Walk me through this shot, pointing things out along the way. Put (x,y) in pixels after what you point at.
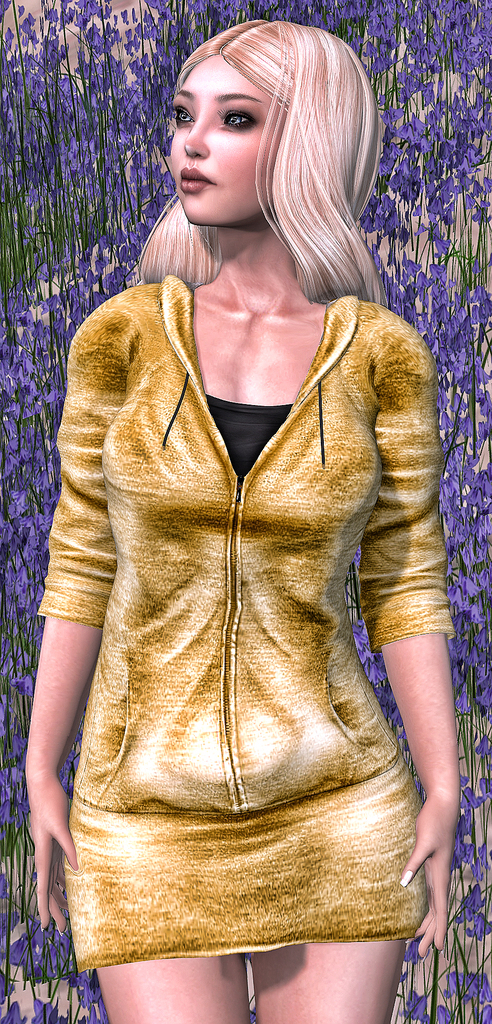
This is an animated image of a person (167,444), in the background (439,105), we can see purple flowers (401,114) with green stems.
